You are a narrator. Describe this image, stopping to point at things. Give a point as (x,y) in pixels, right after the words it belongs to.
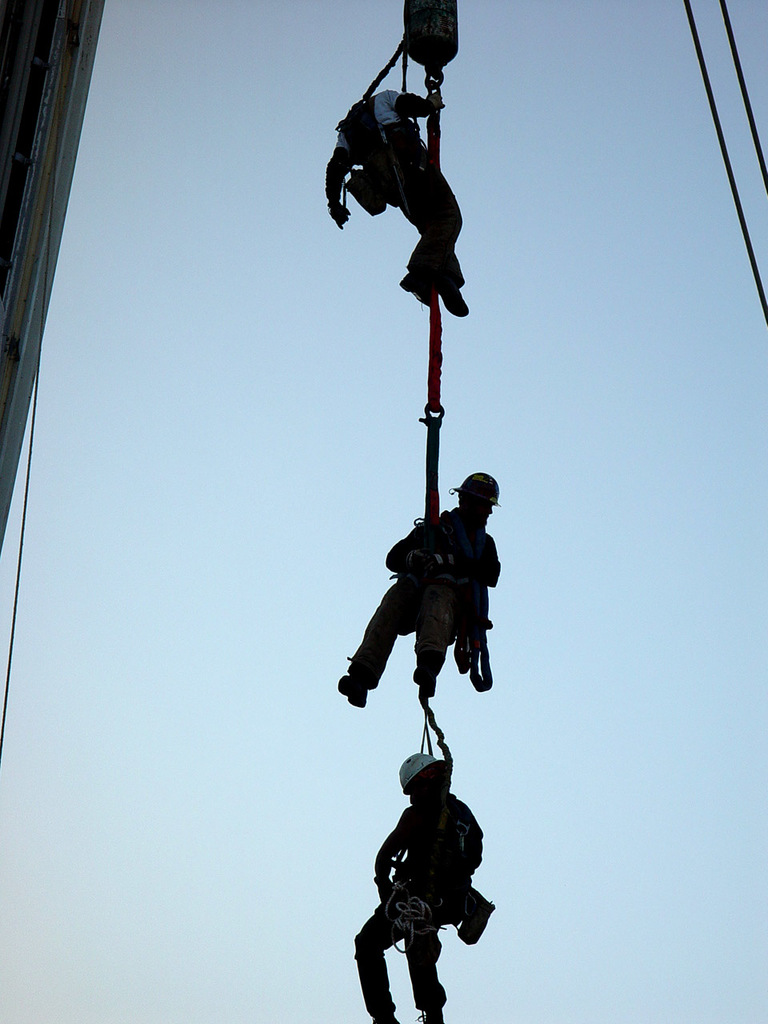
In this image in the center (483,505) there are some persons (458,825) who are in air, and on the right side (748,126) there are some ropes (716,130) and on the left side (41,118) there is a building (38,229). In the background (308,675) there is sky (714,618).
